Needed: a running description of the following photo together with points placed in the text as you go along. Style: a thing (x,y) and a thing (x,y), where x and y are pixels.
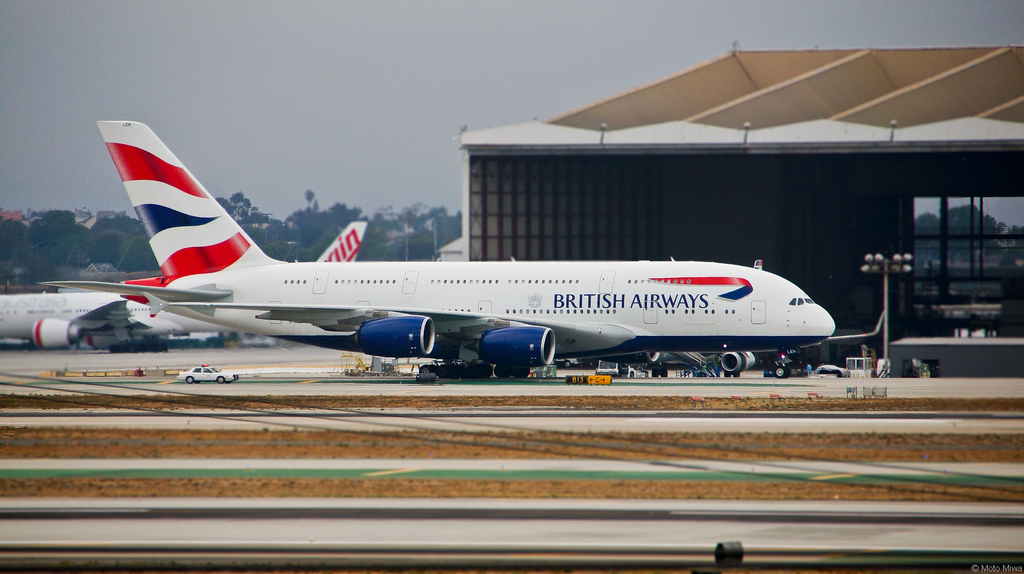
In this picture there is a plane (344,337) on the runway (516,390). On the right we can see street lights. Here we can see car (197,374). On the back (685,199) there is a shed (718,194). In the background (426,244) we can see many trees (67,240) and buildings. On the top (484,65) we can see sky (419,61) and clouds (501,30). On the left (101,328) background (16,306) we can see another plane (59,330) which is parked in the open area (75,356).
